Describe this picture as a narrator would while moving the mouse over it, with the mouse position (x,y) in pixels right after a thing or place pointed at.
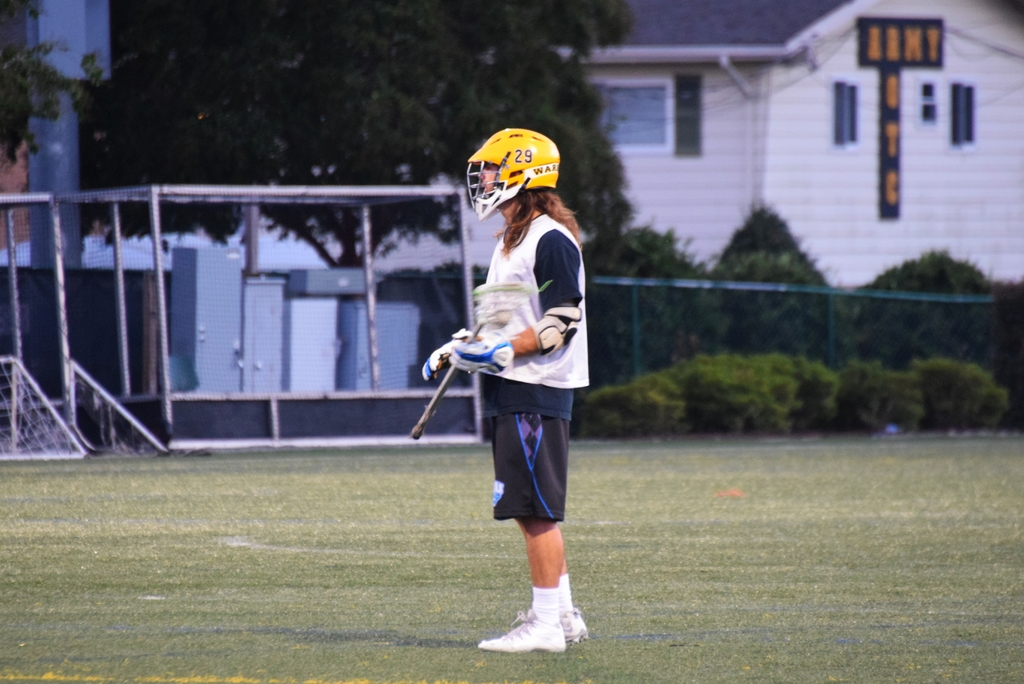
In the center of the image (522,442) we can see a person (519,349) standing on a grass (402,638). In the background (602,317) we can see fencing (592,329), trees (302,31), plants (735,360), house (696,137) and grass (232,491).
